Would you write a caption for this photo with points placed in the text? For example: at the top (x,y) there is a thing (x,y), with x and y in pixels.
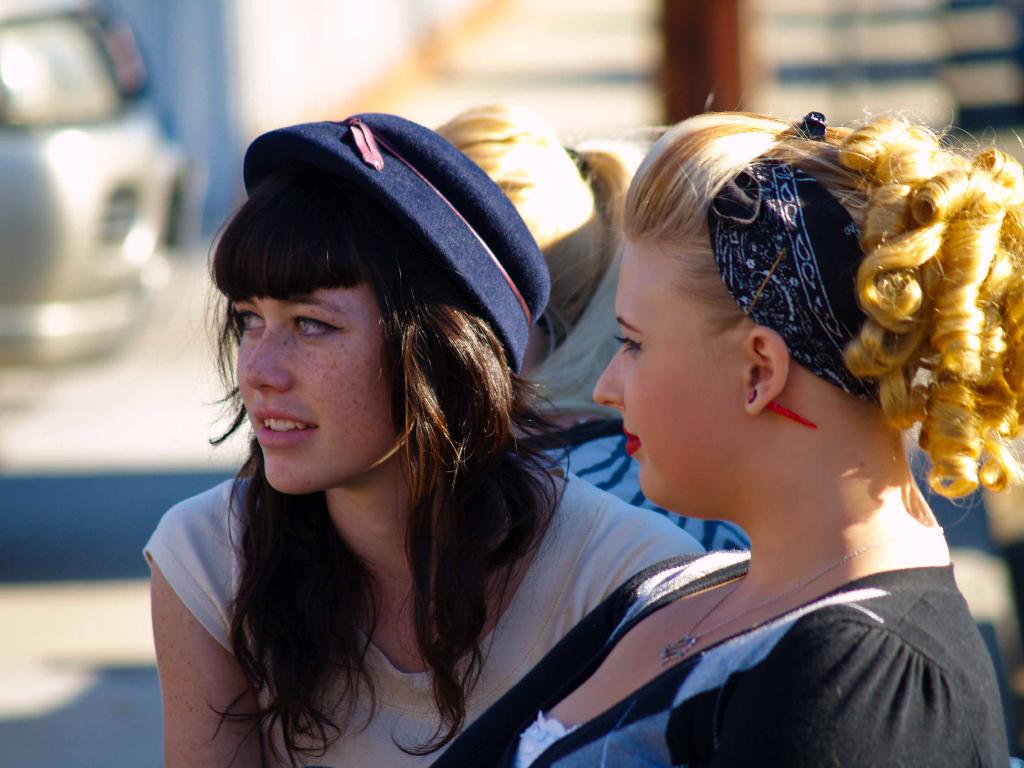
In this picture we see 2 girls (845,395) sitting & looking at someone. One girl (697,331) has golden hair (807,153) and the other girl (534,271) is wearing a hat (452,190).
